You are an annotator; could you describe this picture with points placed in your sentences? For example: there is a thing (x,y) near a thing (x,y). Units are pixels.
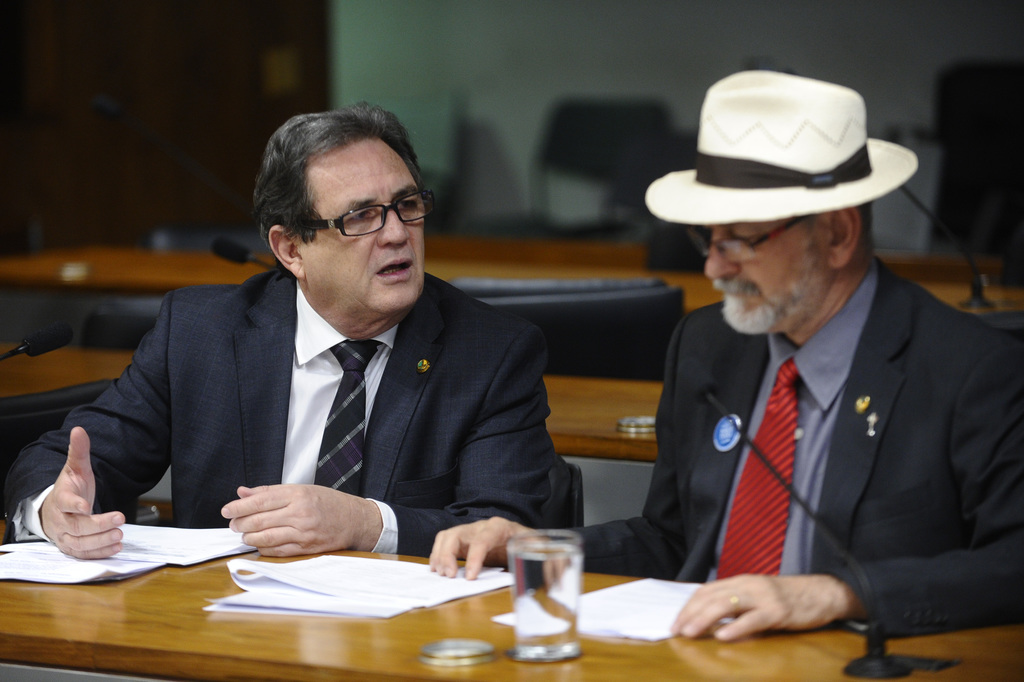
In this image I can see two men (543,426) are sitting and I can see both of them are wearing formal dress (548,493) and specs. Here I can see he is wearing a white colour hat (767,156). I can also see few white colour papers (239,605), a glass (545,622) and a mic (879,640) over here. In the background (620,399) I can see few empty chairs (39,400), tables (573,446) and I can see this image is blurry from background (991,57).
